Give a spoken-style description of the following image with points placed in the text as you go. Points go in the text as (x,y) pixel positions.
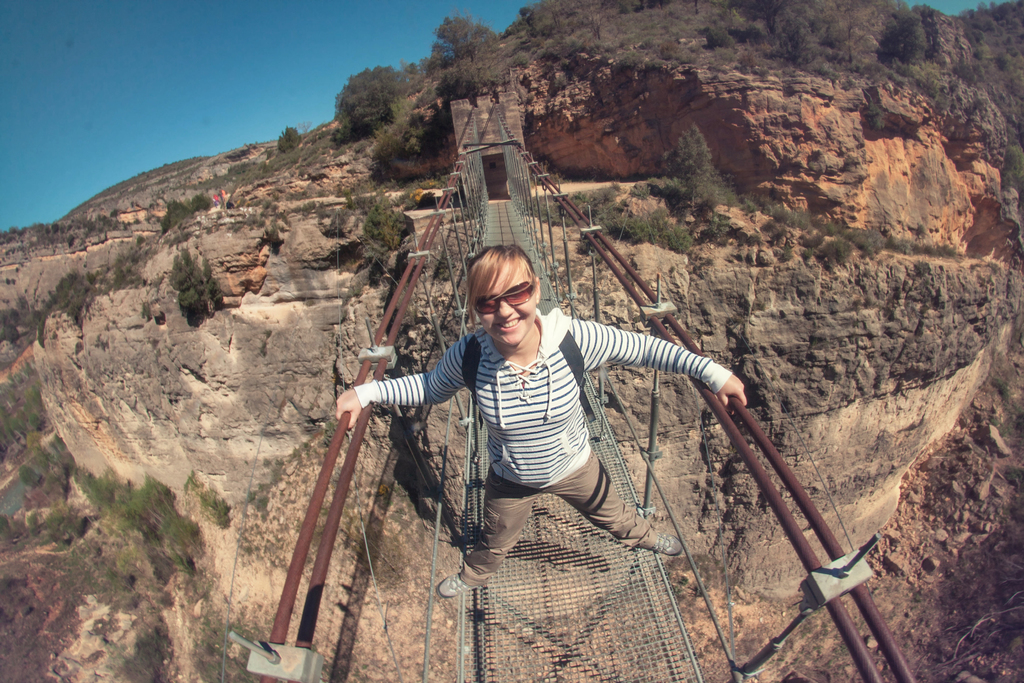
In this picture, we see a girl (536,423) in white T-shirt (526,448) is standing on the bridge (587,594). She is wearing spectacles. She is smiling. In the background (871,365), we see rocks (843,341), hills (746,272) and trees (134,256). In the left top of the picture (112,113), we see the sky (145,93), which is blue in color.
